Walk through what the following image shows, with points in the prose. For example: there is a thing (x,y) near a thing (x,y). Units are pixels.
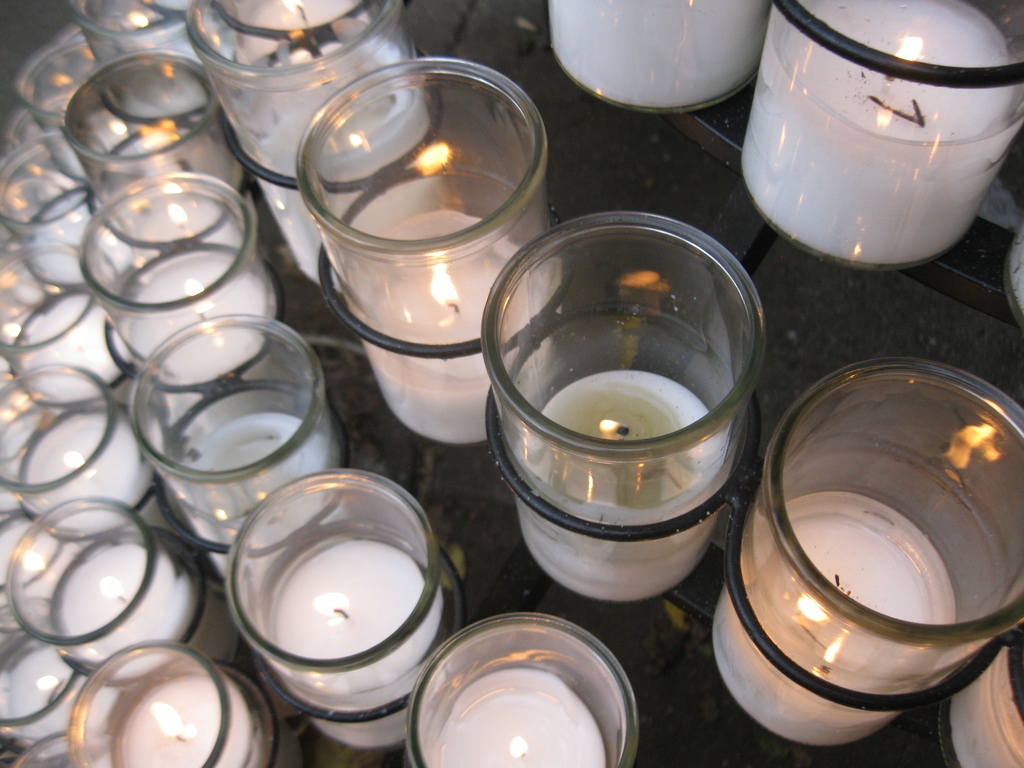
In this picture there are many white color candle (325,703) placed on the metal rack (26,508).
